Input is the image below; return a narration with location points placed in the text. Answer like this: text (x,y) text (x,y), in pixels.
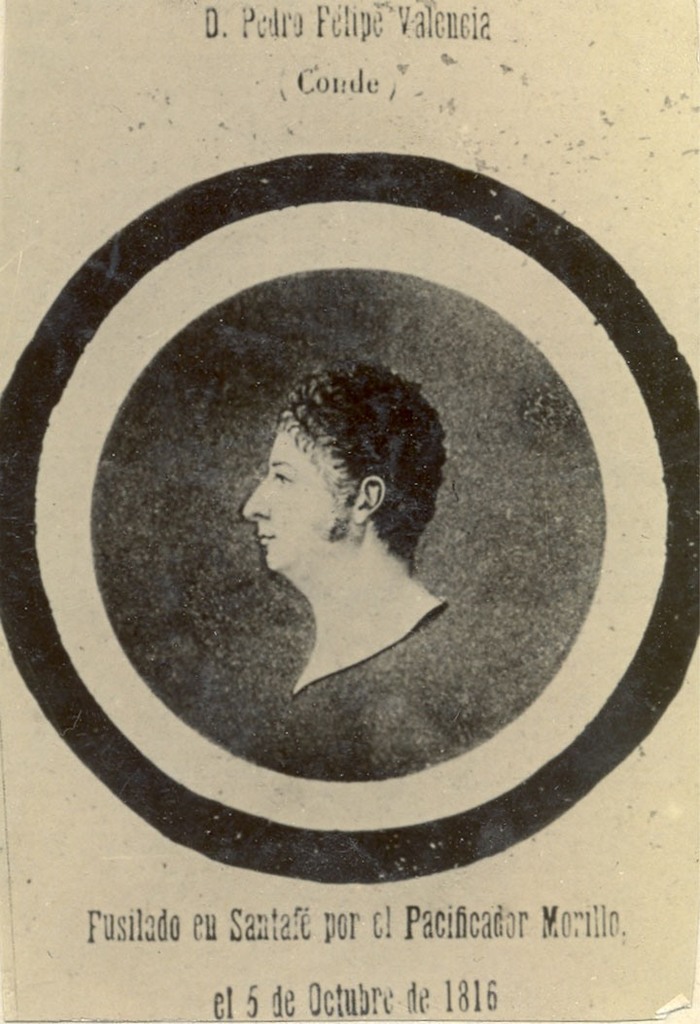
This is a poster (604,407) and in this poster (144,948) we can see a person (365,618) and some text (229,31).
